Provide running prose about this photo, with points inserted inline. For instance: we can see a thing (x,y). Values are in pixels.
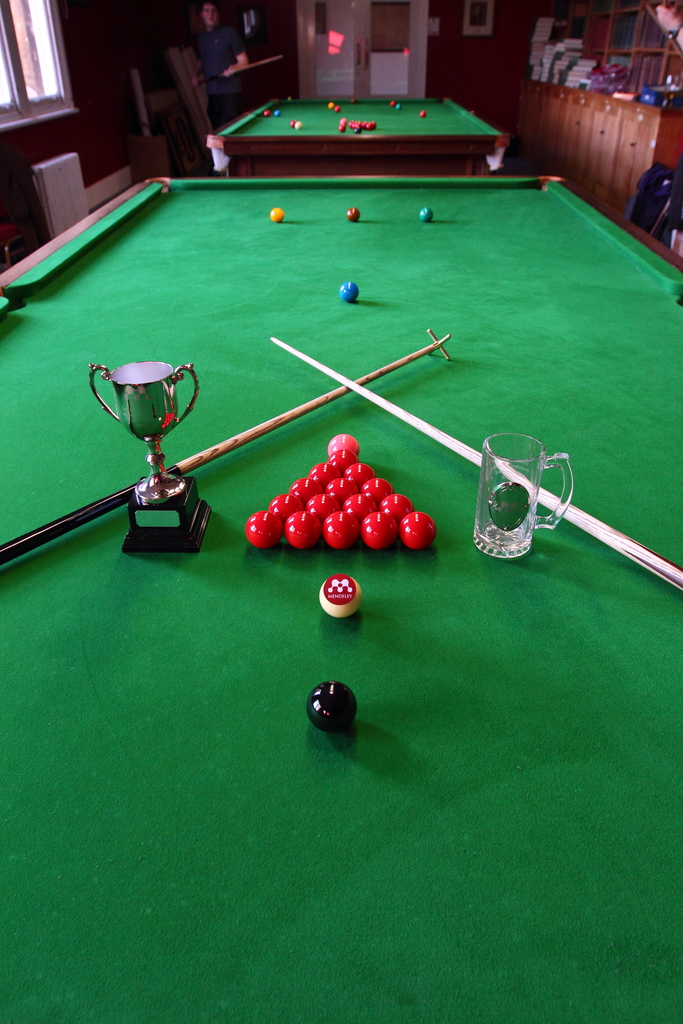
A trophy (121,369), a glass mug (495,509) and some balls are placed on a billiards table (343,235).
